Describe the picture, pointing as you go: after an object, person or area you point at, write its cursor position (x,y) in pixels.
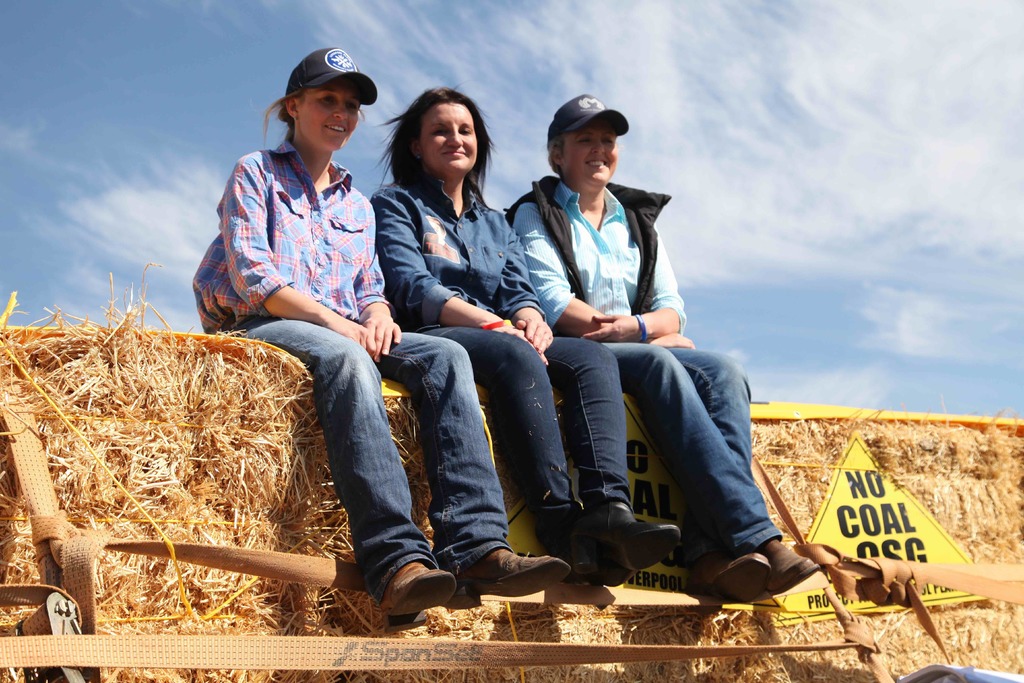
There are three persons (472,310) sitting on a grassy wall (265,454) in the middle of this image (422,383), and there is a sky (253,139) in the background (579,56).
